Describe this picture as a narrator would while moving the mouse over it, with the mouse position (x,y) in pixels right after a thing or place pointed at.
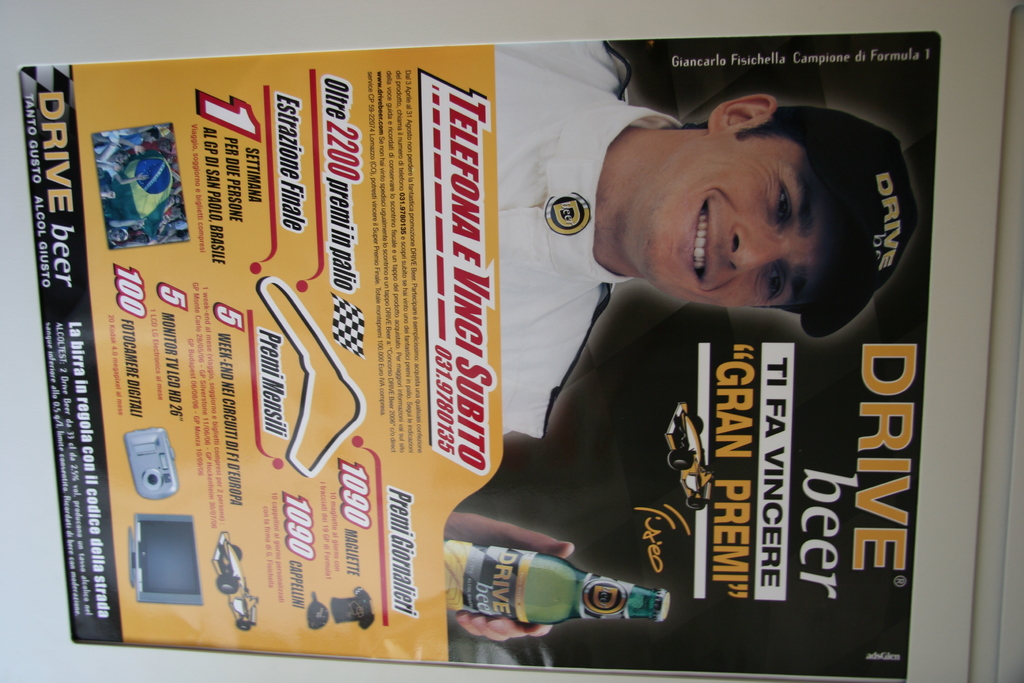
This is a poster. In this poster there is something written also we can see a person (556,209) wearing cap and holding a bottle (529,558).
